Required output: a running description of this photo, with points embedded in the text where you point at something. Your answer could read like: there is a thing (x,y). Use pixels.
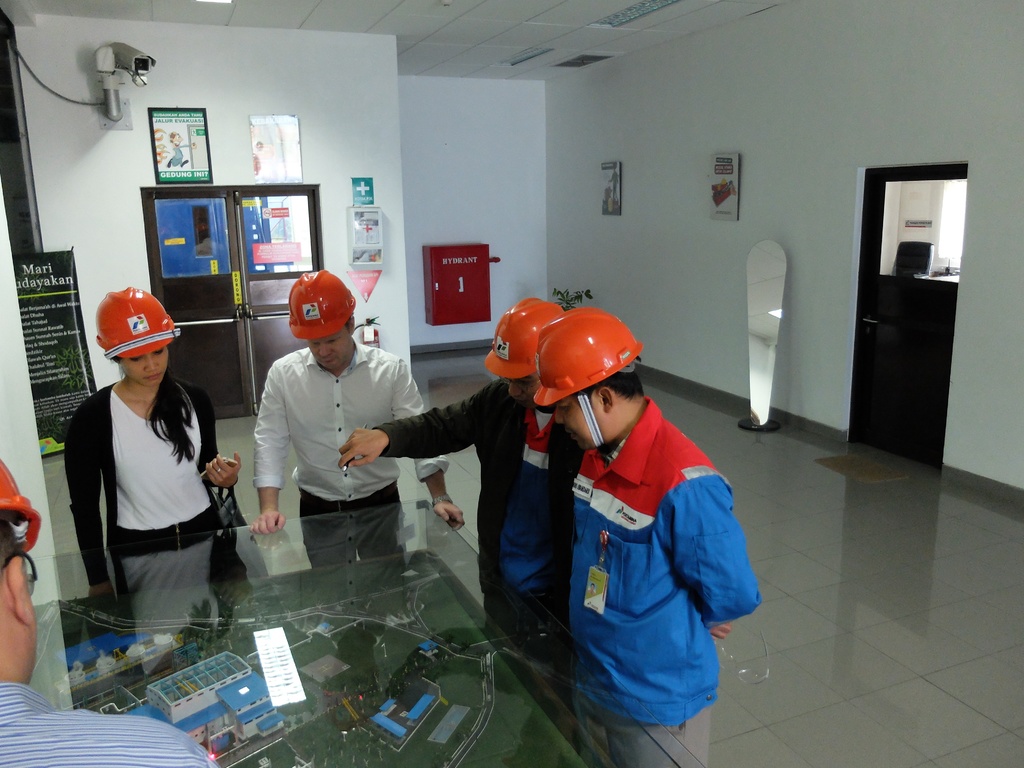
In this image I can see the group of people (495,407) standing in-front of the glass table (317,648). And I can see the miniature (257,621) under the table (282,616). These people (98,455) are wearing the different color dresses (271,432) and the orange color helmets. In the back (159,250) there is a black color banner (54,295), door (189,270) and also many frames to the wall (449,86). I can also see the red color box (457,264) to the wall (506,240). To the right (890,295) I can see another door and the mirror (753,350).
